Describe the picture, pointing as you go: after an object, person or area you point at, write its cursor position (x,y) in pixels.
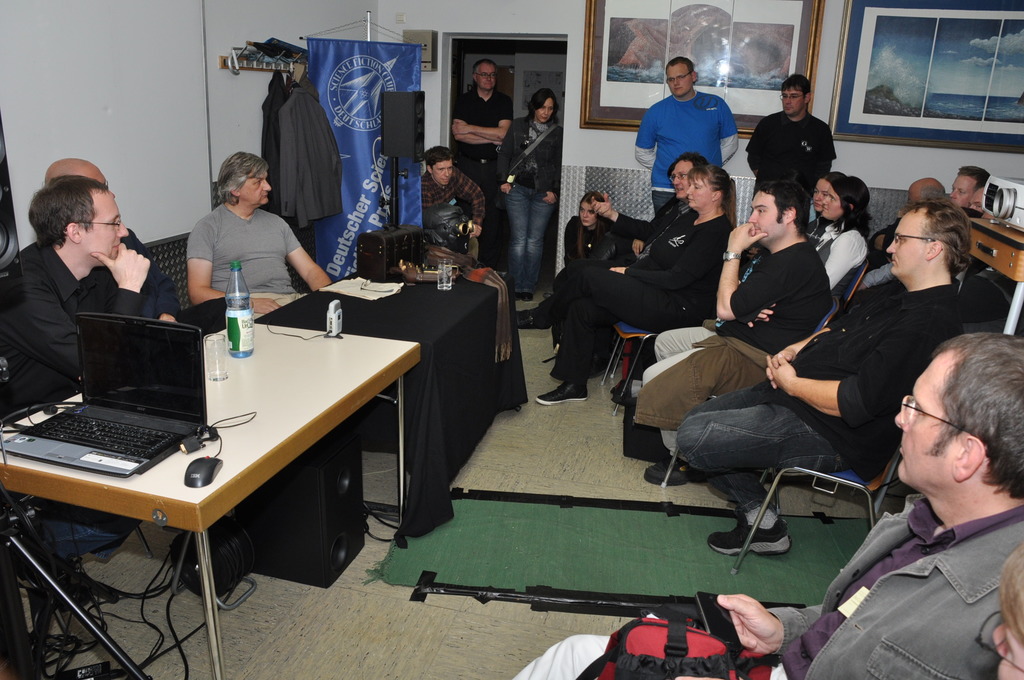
In this image I can see people (915,328) where few of them are standing and rest all are sitting on chairs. Here on this table (286,359) I can see a bottle (238,347), few glasses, a laptop (206,419) and a mouse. In the background (745,76) I can see few frames (739,48) on this wall (517,20) and few clothes (288,169).
